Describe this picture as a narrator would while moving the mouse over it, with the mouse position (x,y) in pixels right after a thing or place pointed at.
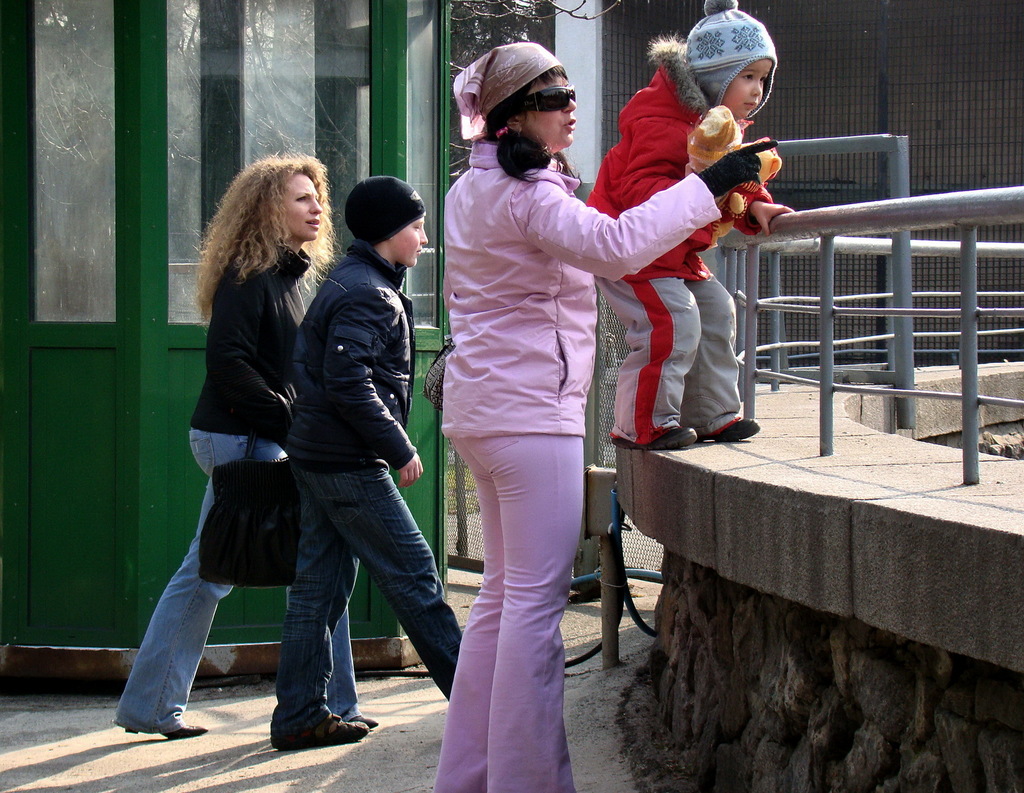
In this picture, there is a woman (476,252) in the center (528,366). She is wearing a pink jacket (528,366), pink trousers (539,463) and holding a boy (676,265). Boy (665,288) is wearing a red jacket (641,186). Before him, there is a hand rail (834,213). Towards the left (250,336), there is a woman (262,265) and man (358,383). Both of them are wearing black jackets (377,332). In the background (134,186), there are buildings (212,129).
